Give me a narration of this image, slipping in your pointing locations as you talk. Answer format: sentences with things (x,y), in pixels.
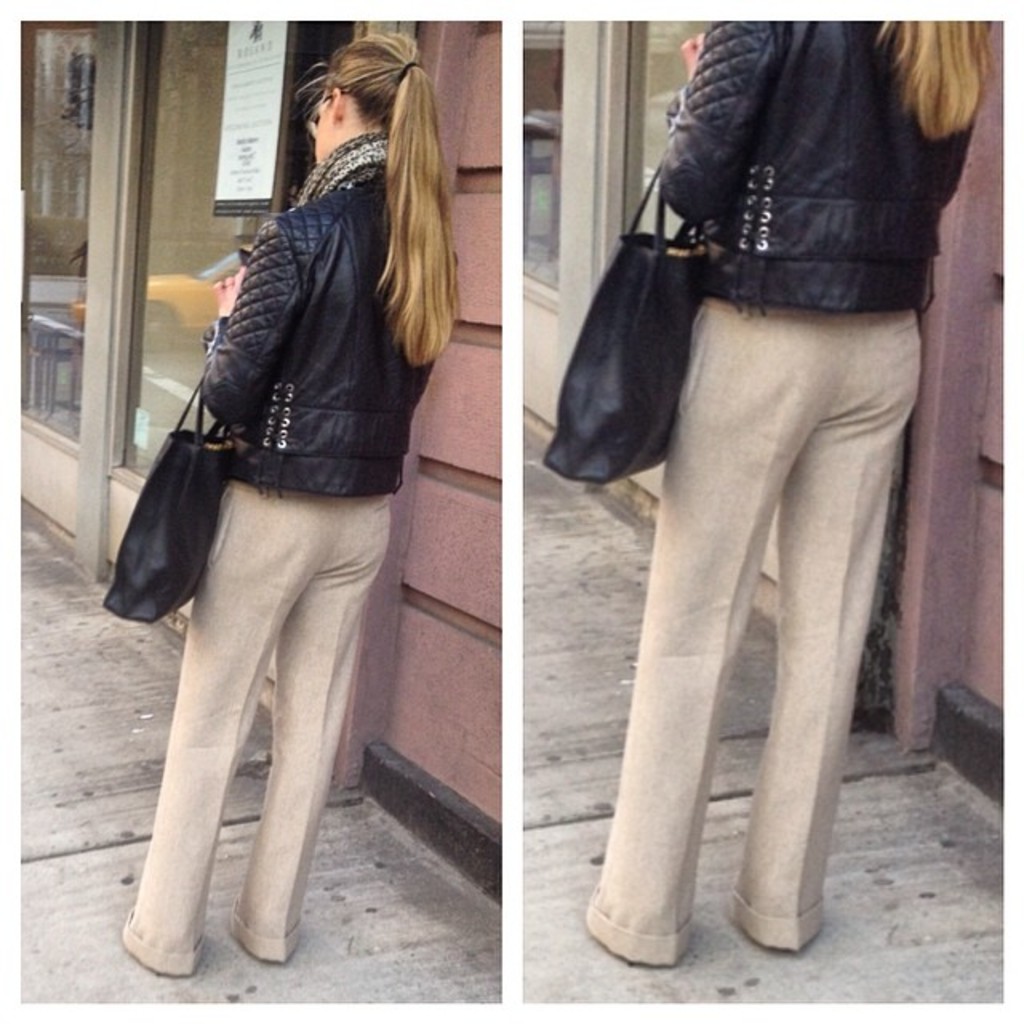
It is a collage picture. On the left side of the image (249,498) we can see a person (283,450) standing and she is wearing a handbag (183,583) and she is in a different costume (300,514). In the background (262,72), there is a building (289,148), wall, a board (259,101) with some text (259,85) and glass (83,132). Through the glass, we can see some objects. And we can see a car reflection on the glass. On the right side of the image (804,430) we can see one person (773,461) is standing and wearing a handbag (652,331). In the background (612,206) there is a building (951,294), wall (951,294) and glass (530,99).
